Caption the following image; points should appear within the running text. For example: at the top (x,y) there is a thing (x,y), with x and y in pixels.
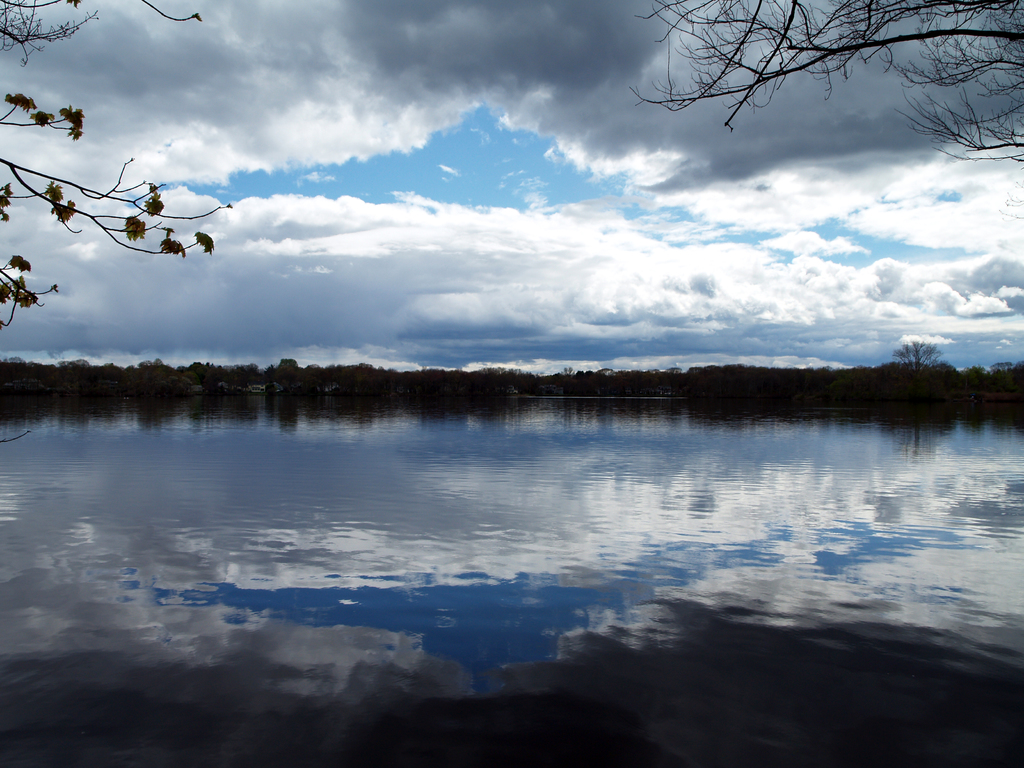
This is an outside view. At the bottom of this image (276,569) there is a sea (321,580). In the background (393,388) there are many trees (419,381). On the top of the image (432,168) I can see the sky (429,158) and clouds (274,117).
